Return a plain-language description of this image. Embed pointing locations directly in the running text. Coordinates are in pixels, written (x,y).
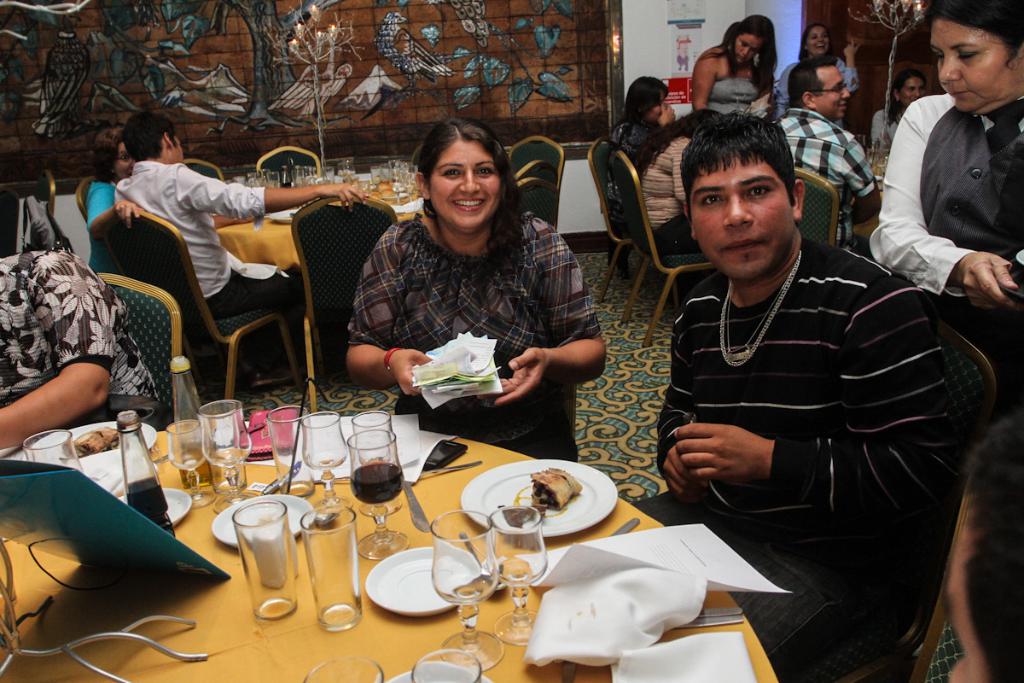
In this picture we can see some group of people (744,54) where some are sitting and some are standing and in front of them there is table (448,474) and on table (425,505) we can see bottles (146,448), glasses (249,514), spoons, plates (424,575), mobiles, papers (678,561), files (122,534), purse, some food (535,502) and in background (340,89) we can see wall (349,70) with painting (561,15), posters (682,51).
